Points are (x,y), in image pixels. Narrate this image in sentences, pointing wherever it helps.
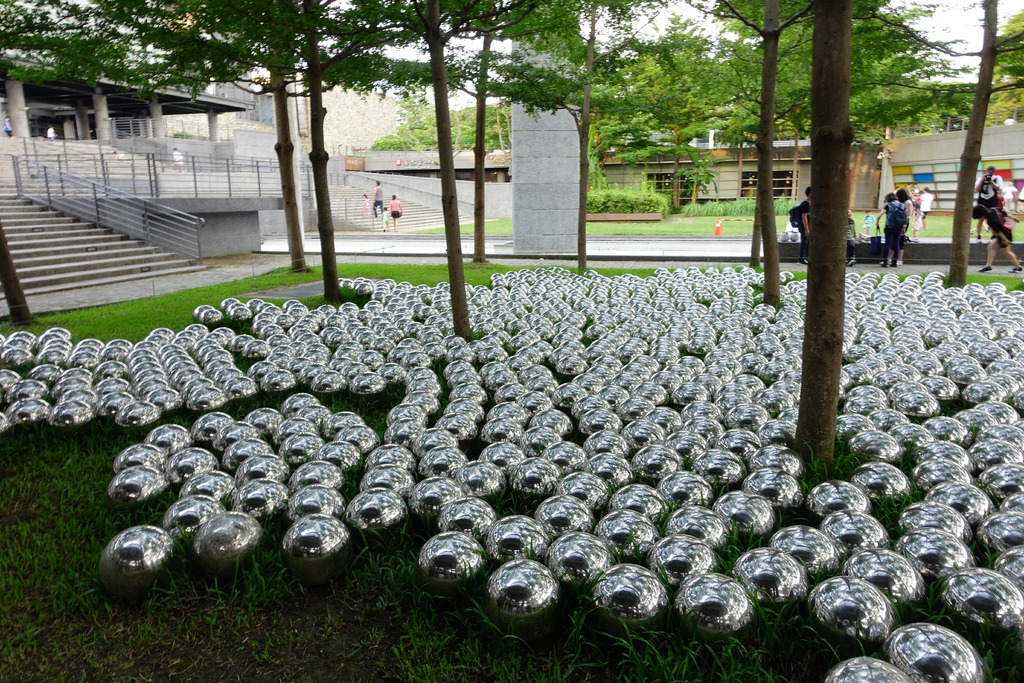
In this image there are many balls (390,516) on the grassland (346,598) having few trees (531,96). Behind there is a pillar (536,244). Right side there are few persons (802,215) standing. Left side (3,200) there is a staircase (120,182). Behind there is a building (177,111). Few persons (392,201) are on the staircase (371,191). Background (262,113) there are few trees (859,117) and buildings (683,158).
